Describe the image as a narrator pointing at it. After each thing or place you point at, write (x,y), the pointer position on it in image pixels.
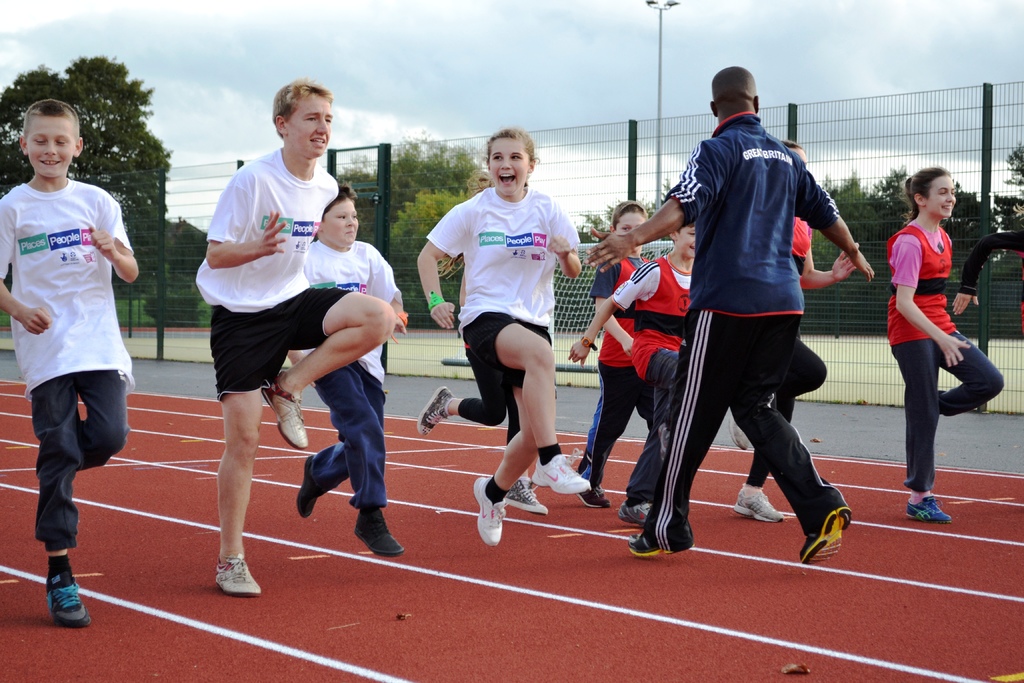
In this image in the middle (506,311), there is a girl (524,398), she wears a t shirt (507,301), shorts (479,337), shoes (504,509), she is running, behind her there is a boy (375,344), he wears a t shirt (378,285), trouser (358,463), shoes (367,516), he is running. On the left (61,289) there is a boy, he wears a t shirt (70,281), trouser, shoes (73,594), he is running and there is a boy (246,379), he wears a t shirt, shorts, shoes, he is running. On the right (932,349) there is a girl (929,288), she wears a t shirt (906,242), trouser (947,410), shoes (923,511), she is running, behind her there are people (665,316), they are running. In the middle (673,391) there is a man (700,250), he wears a jacket (742,260), trouser (672,452), shoes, he is running. In the background (213,157) there are trees (405,200), fence (876,240), grass (890,371), sky (648,22) and clouds (372,107).
